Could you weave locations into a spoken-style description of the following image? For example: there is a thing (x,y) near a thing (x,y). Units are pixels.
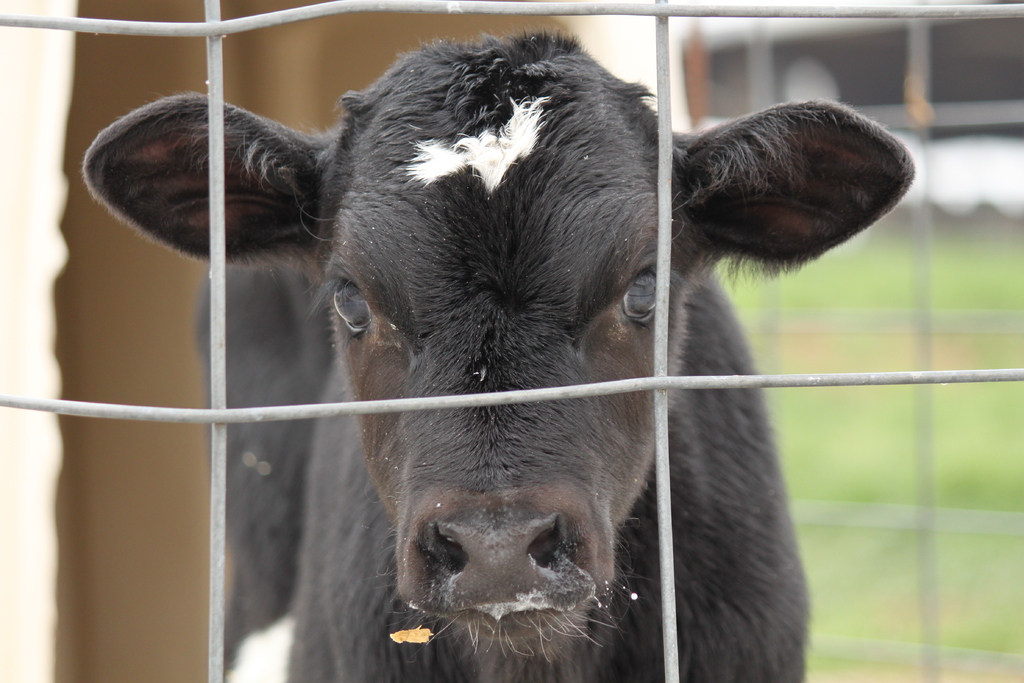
In this image there is a cow (303,403) staring.
